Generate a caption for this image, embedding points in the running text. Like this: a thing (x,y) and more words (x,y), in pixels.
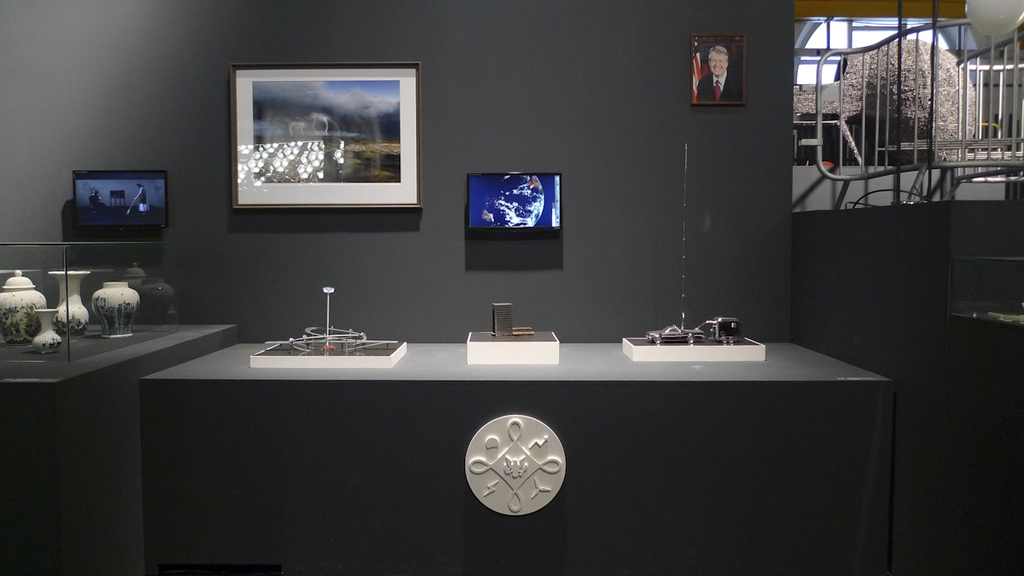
In this picture I can see there is a table (394,444), there is a logo (519,465) on it, there are few objects (306,352) placed on the table (319,373). There are few other objects (62,318) placed in the glass box (19,260) at left side (25,329). There are few photo frames (703,83) arranged on the wall (731,113) in the backdrop (730,54). There is a railing (958,147) and an object (956,104) placed on the right side (905,99).
